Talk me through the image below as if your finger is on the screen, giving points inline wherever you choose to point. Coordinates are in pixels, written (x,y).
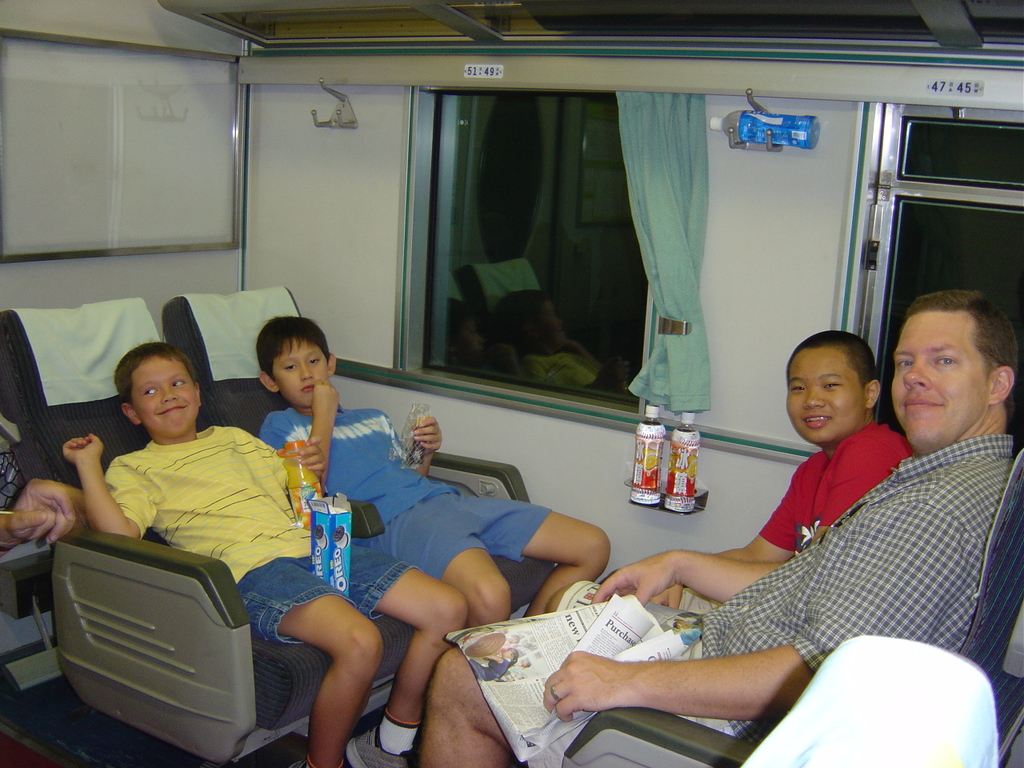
In this image, we can see people (132,481) sitting on the seats (222,418) and are holding some objects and we can see bottles (655,478) on the stands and there are windows (618,188), a curtain (646,178) and some stickers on the board (322,65).
